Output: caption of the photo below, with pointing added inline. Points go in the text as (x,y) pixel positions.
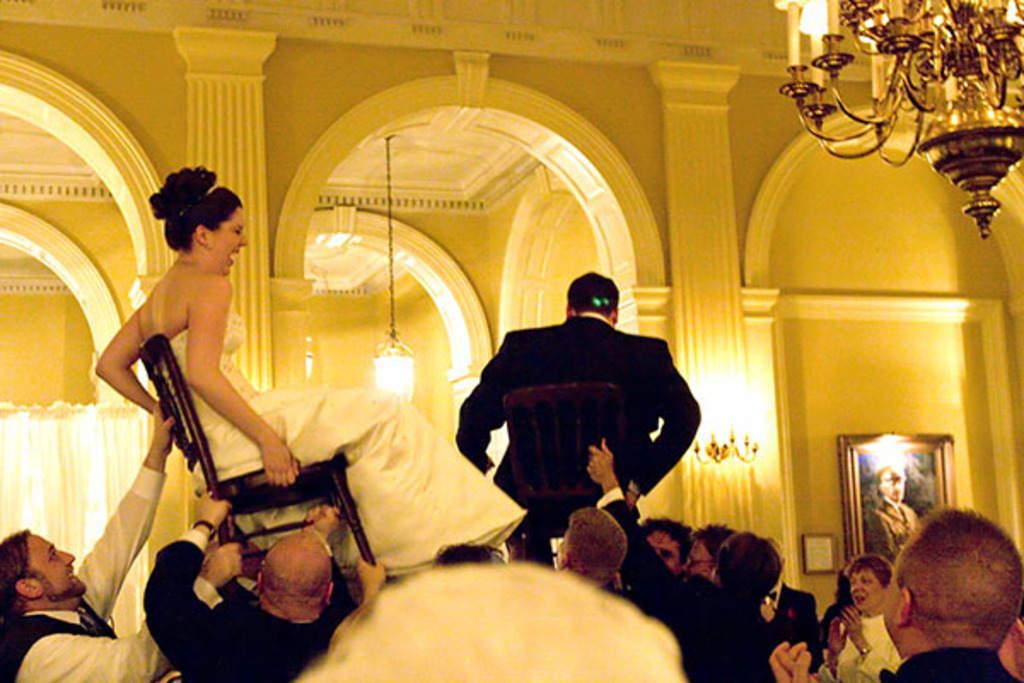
In this image there is a man (505,458) and a woman (266,447) sitting in the chairs (236,494) are lifted by few people (204,609), in the background of the image (919,491) on the wall (641,523) there is a photo frame (913,475), lamps (728,449) and curtains (92,433) on the windows (116,429), at the top of the image (806,88) there is a lamp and a chandelier (861,47) hanging.
